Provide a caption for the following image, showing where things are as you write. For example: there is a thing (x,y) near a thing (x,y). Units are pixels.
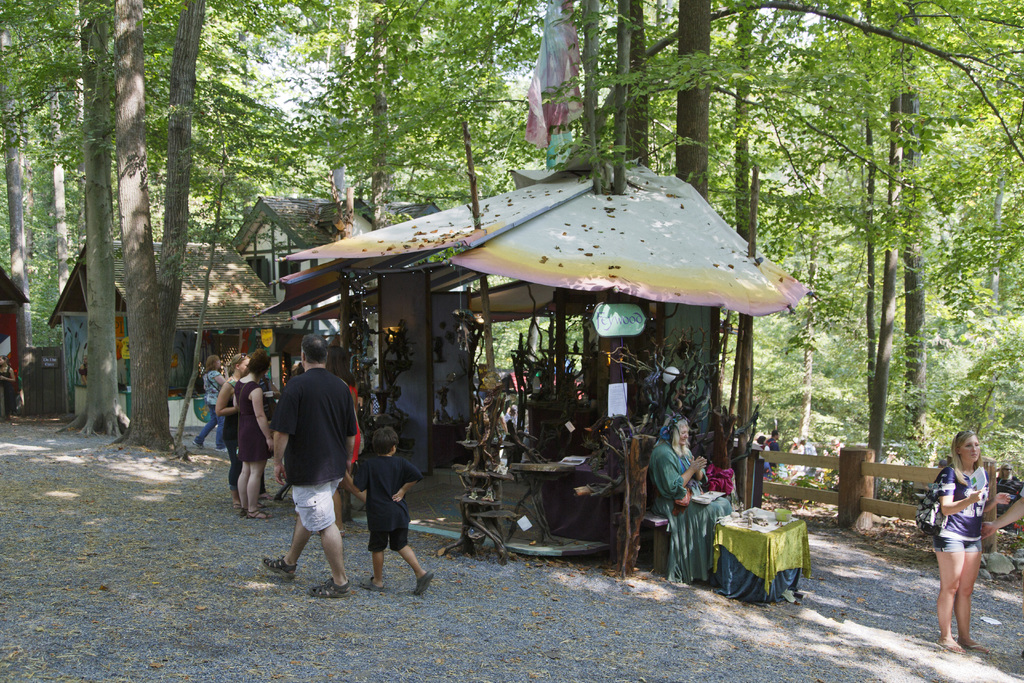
Here a man (328,447) is walking, he wore a black color t-shirt (338,427). He is also holding a child (382,499), in the right side (952,538) a woman (969,623) is standing, these are the trees (513,107).
